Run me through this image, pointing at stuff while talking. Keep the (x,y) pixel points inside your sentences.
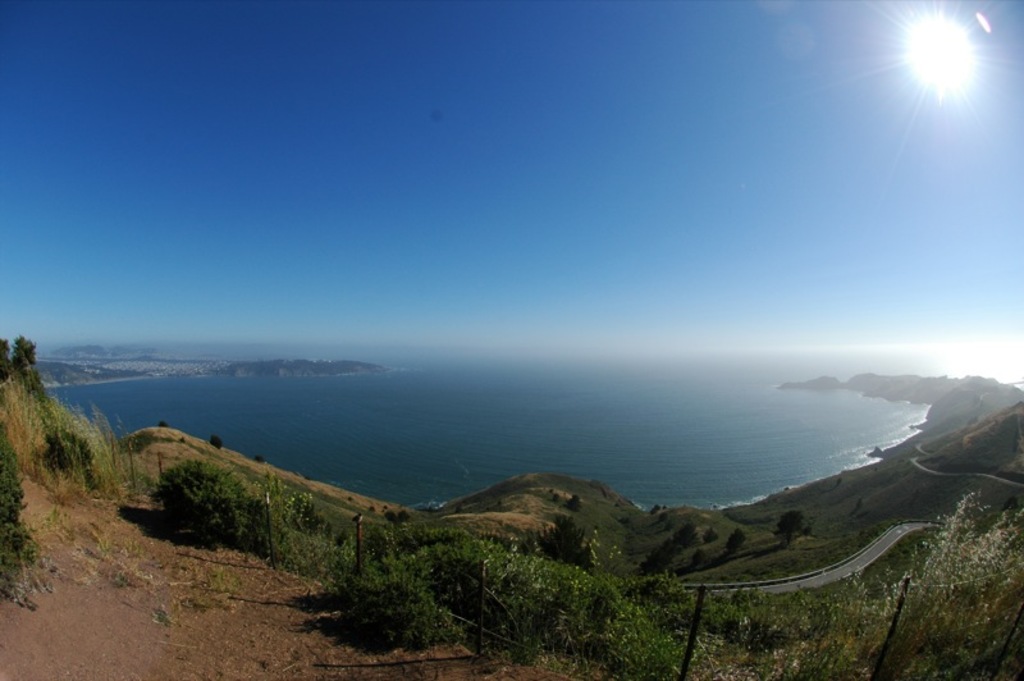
This image consists of an ocean (567,416). At the bottom (380,559), there are plants (573,646) on the ground (193,655). To the top (575,92), there is sky (328,130) in blue color.
